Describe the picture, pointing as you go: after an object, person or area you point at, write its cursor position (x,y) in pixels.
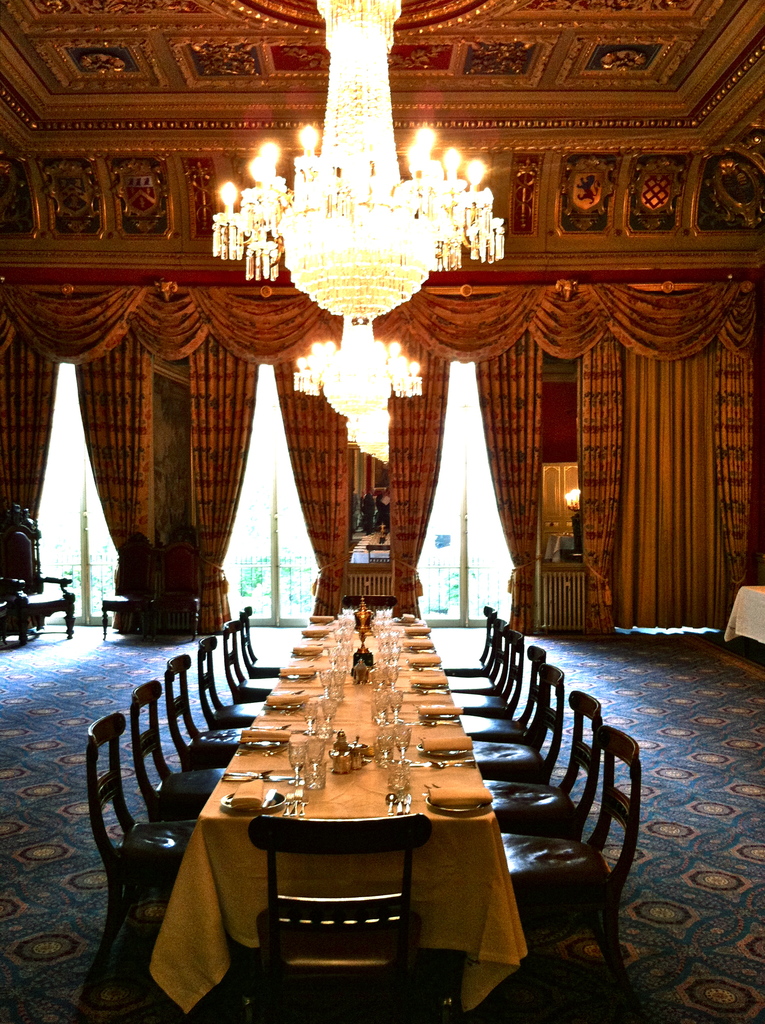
This is an inside view. At the bottom (366,694) there is a dining table (468,885) which is covered with a white cloth (211,921). On the table (415,798) many plates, glasses (350,620) and some other objects (411,643) are placed. Around the table (266,699) chairs (237,669) are arranged. In the background (251,483) there are few curtains (202,528) to the glass (249,450) and there are few chairs (26,615). At the top of the image (332,192) there is a chandelier (332,261).
